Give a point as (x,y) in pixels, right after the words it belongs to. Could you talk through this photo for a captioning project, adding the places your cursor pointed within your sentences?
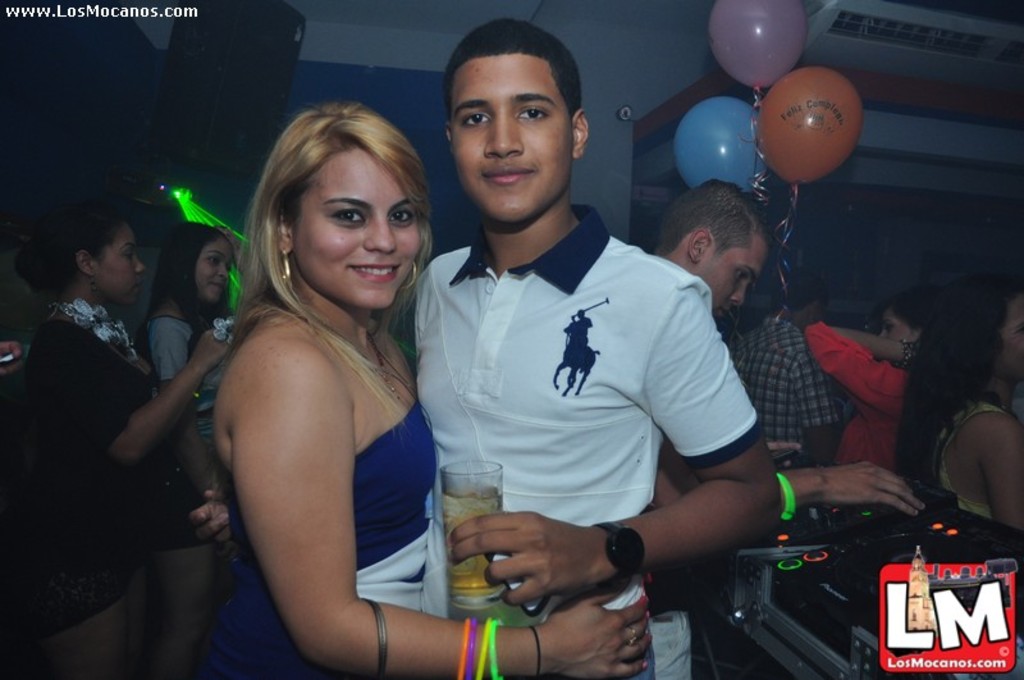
In the middle of the image (357,438) two persons (342,130) are standing, smiling and holding each other and he is holding a glass (469,568). Behind them few people (49,251) are standing and he is playing some electronic devices (785,657). At the top of the image (715,66) there is ceiling (332,11), on the ceiling (313,5) there are some speakers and balloons (725,121).
